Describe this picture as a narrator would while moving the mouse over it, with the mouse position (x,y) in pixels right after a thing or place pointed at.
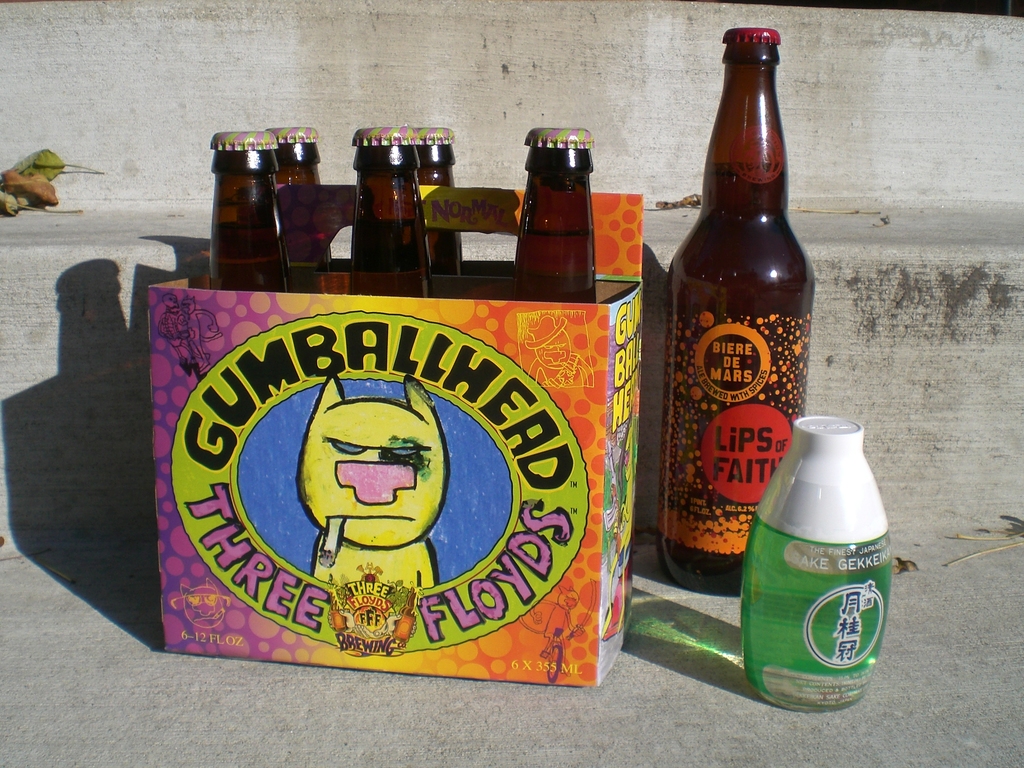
In this image i can see few bottles (537,200) and a cardboard box (379,471). In the background (71,199) i can see few leaves (48,195) and concrete structure (414,49).
